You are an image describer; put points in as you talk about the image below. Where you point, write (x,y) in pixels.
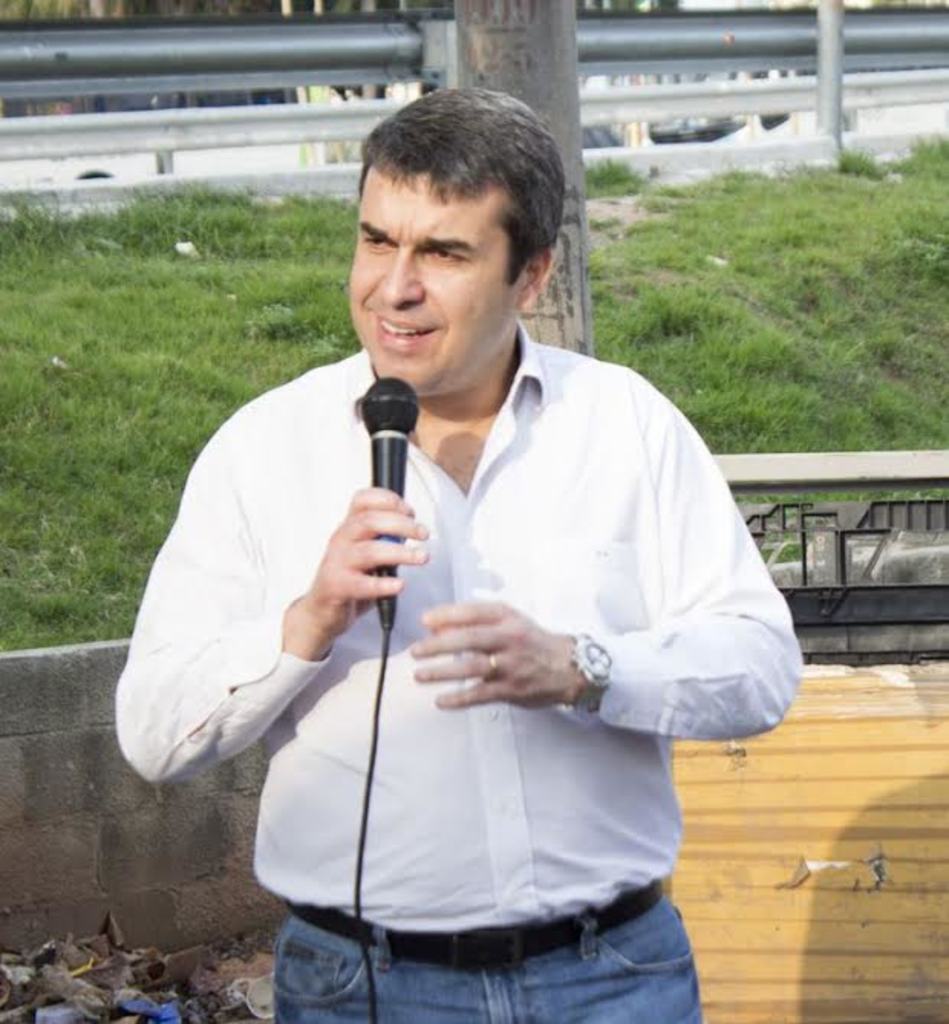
In the center of the image (573,438) a man (566,353) is standing and holding a mic (408,419). In the background of the image (194,288) we can see grass (591,247), pole (546,49), rods (737,104), vehicles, wall (198,815) and some garbage (210,978) are there.
